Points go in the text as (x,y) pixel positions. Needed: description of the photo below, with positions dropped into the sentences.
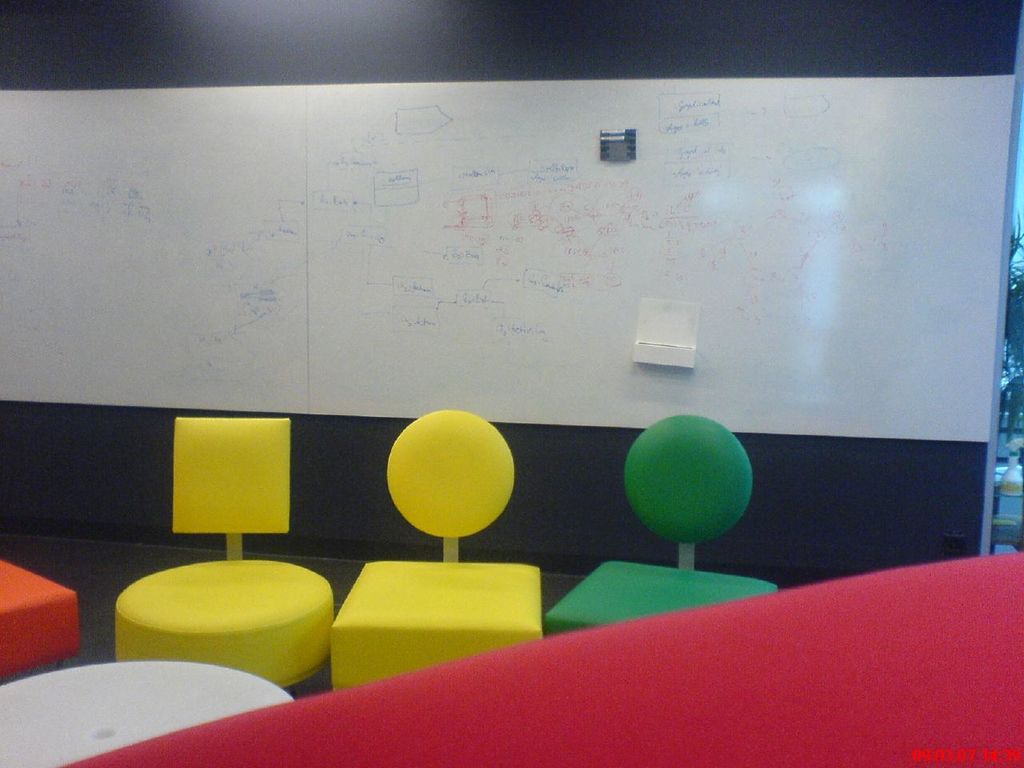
At the bottom of this image (714,691) there is a red color object (623,695). Behind there are few chairs (242,593). In the bottom left-hand corner (87,704) there is a table (134,725). In the background (276,330) there is a white color board (260,218) which is attached to a wall (365,39). On this board (389,264) there is some text (487,198). On the right side (1017,412) few leaves (1012,353) are visible and there is a table (1003,528).
